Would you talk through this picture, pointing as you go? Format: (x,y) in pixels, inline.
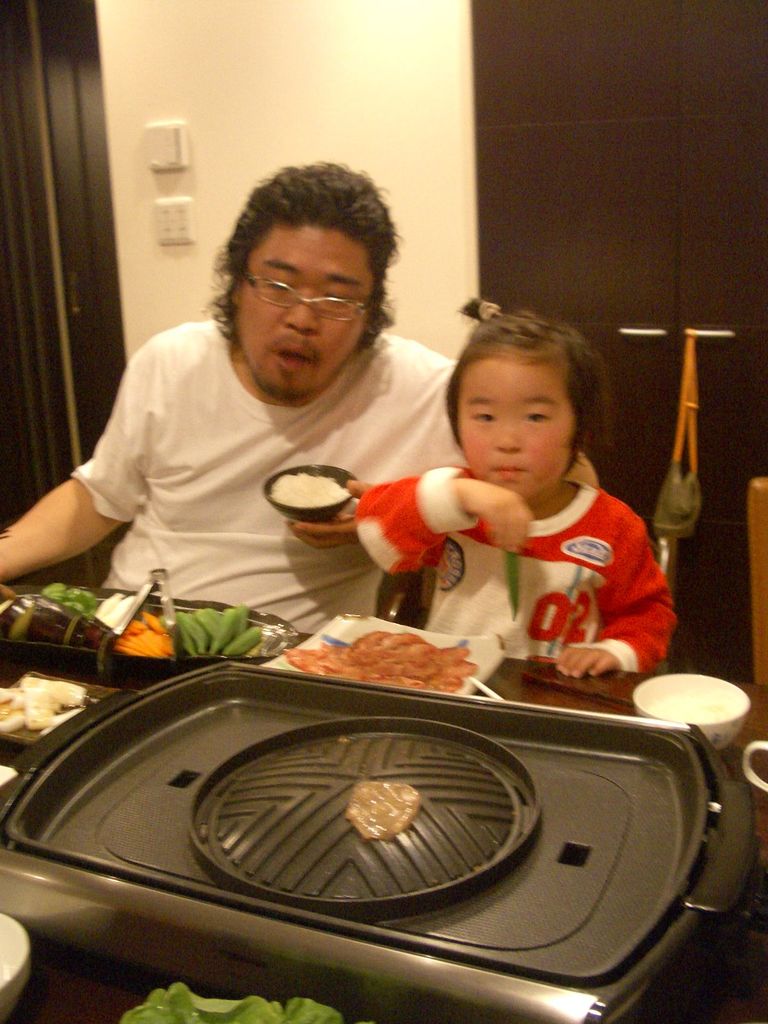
In this image we can see a man (423,364) with the kid (536,325) in front of a dining table (765,820). On the dining table (766,739) we can see a bowl (720,709) and also the food items (149,628). We can also see the black color object (402,746). In the background (392,188) we can see the wall (392,188), wooden shelf (537,174), switch boards (180,219) and also a door (99,250).
